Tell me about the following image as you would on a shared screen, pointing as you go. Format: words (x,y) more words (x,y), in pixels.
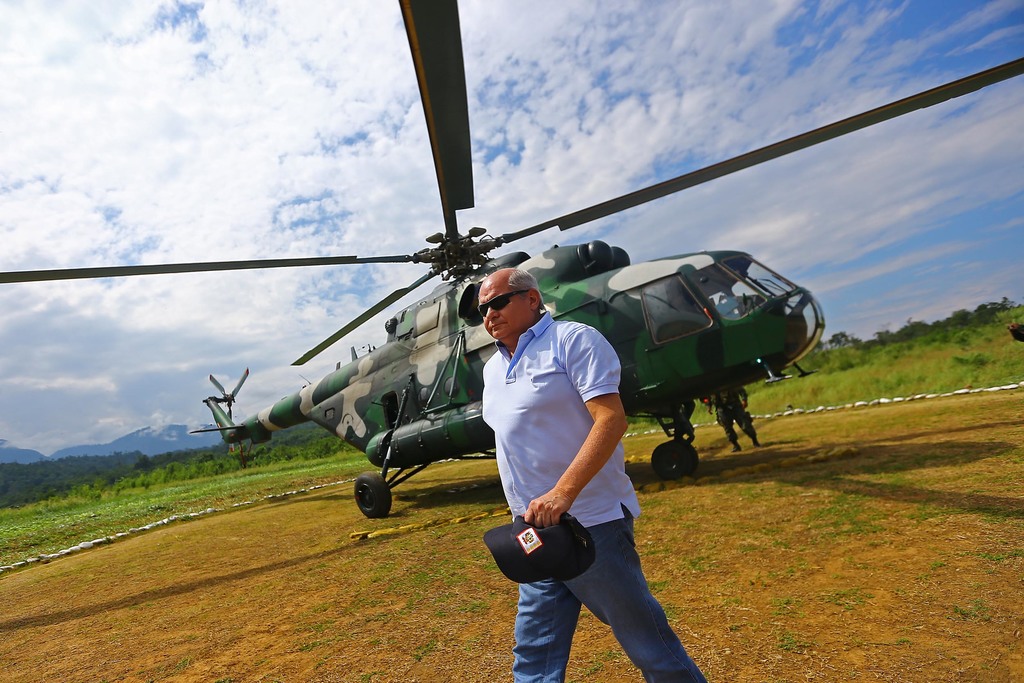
In this image I can see an open ground (461,507) and on it I can see a man (497,410) and a camouflage colour helicopter (410,446). In the front (577,343) I can see he is wearing t-shirt (503,363), jeans (596,607), black shades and I can see he is holding a cap (536,528). In the background (41,497) I can see grass (34,542), number of trees (293,454), mountains (3,459), clouds (188,219) and the sky (688,210).
